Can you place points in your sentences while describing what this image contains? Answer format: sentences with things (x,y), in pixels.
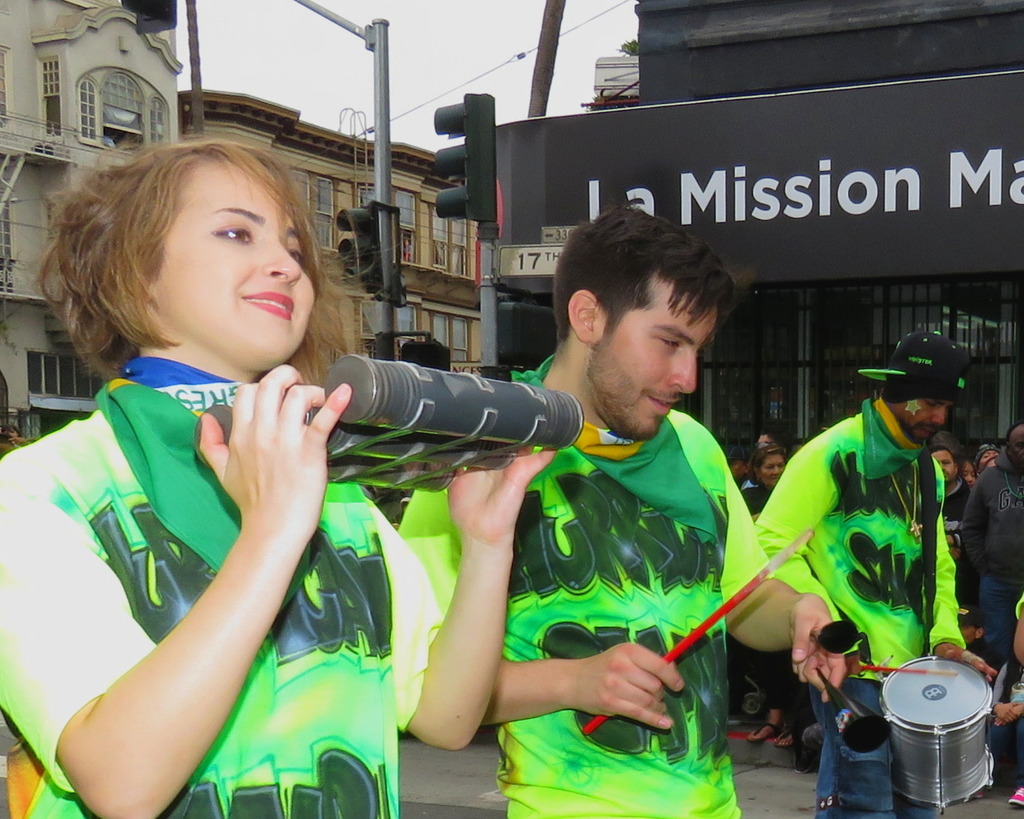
In the image there is a woman (257,251) and two men (809,599) playing drum (919,680) and other music instruments (412,410). It seems to be on a road (497,726). Behind them there is traffic light (476,204) and storefront (737,158). The background (295,57) there is building (81,130) and above its sky (302,84).
